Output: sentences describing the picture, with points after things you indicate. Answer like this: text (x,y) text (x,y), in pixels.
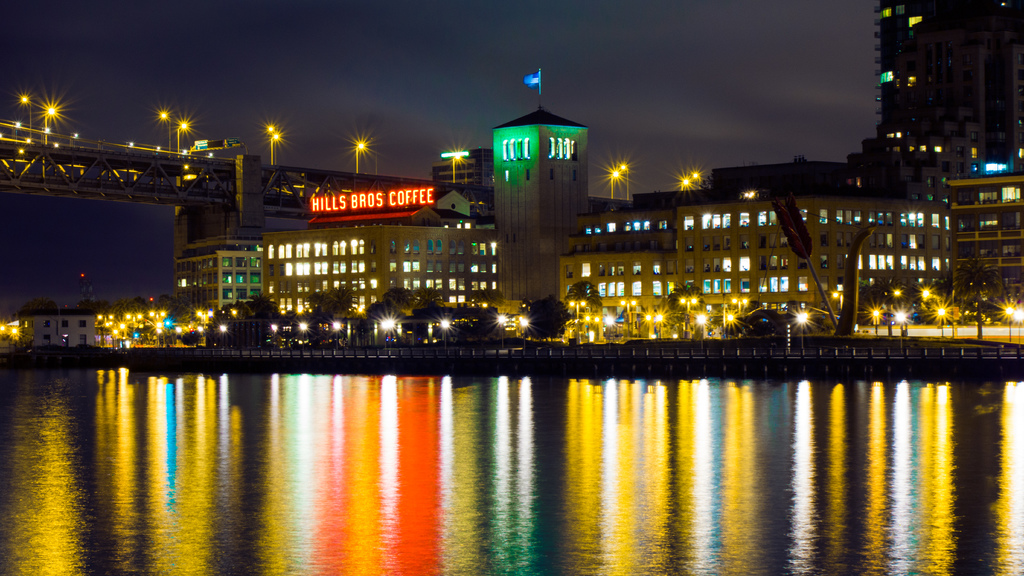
In the picture I can see water (508,437) which has few colors on it and there are few lights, trees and buildings (740,259) in the background (761,234) and there is a bridge (153,155) which has few lights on it in the left corner (97,162).
